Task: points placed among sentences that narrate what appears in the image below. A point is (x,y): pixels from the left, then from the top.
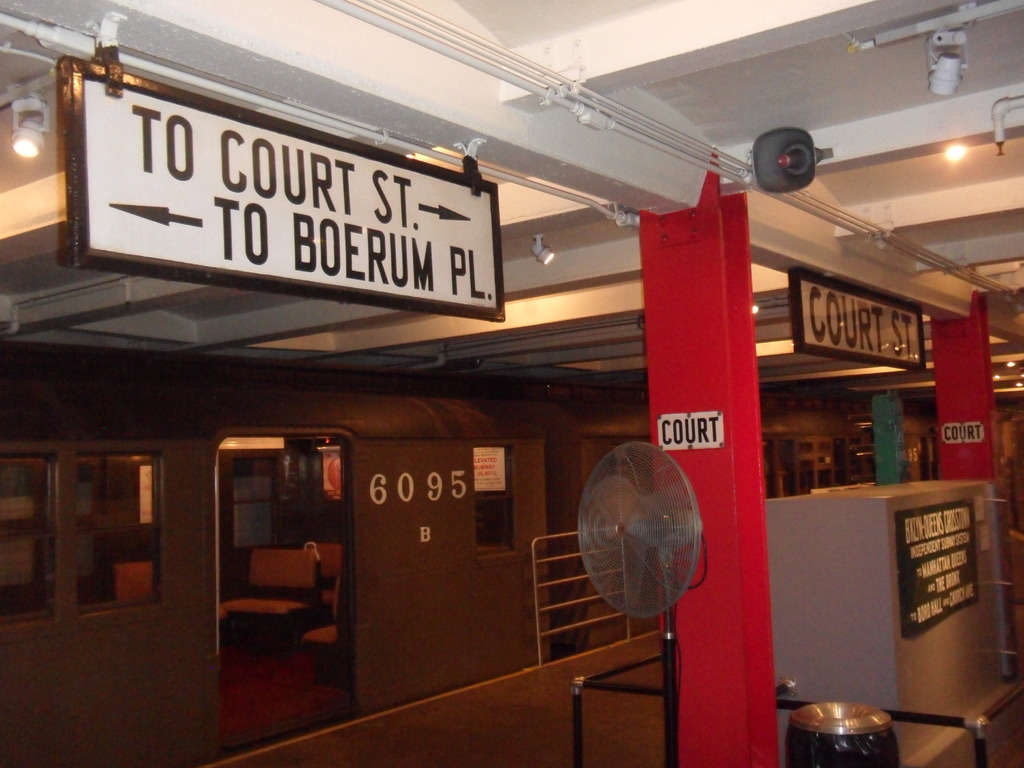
On the right side (957,461) there are pillars (953,440) with something written on that. Also something written on the board (901,558). There is a standing fan (645,535). Also there is a megaphone (775,159). On the ceiling (25,162) there are lights (37,121) and boards (279,210). There is a train like structure (407,482). Inside that there are chairs (326,569). Also there is a number (447,477) on the wall (447,477). Near to that there is a railing (540,584).
